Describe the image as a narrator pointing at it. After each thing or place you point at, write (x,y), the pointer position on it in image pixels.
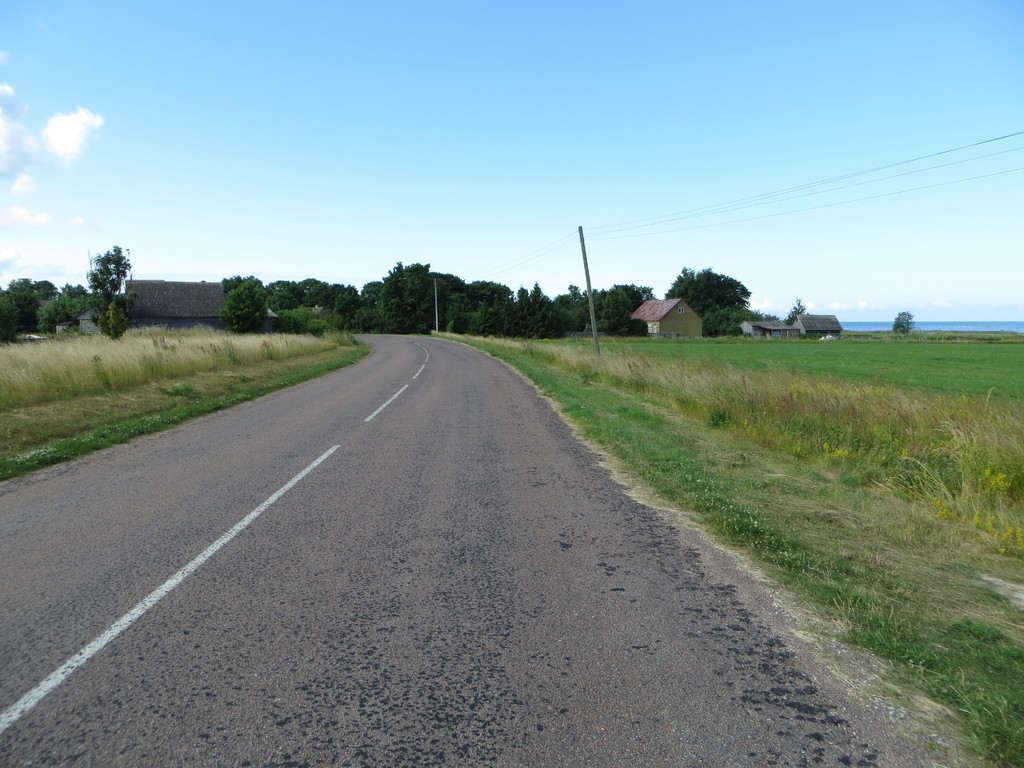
In this image I can see the road (347,573) in the center (464,389) towards the bottom of the image (332,540). I can see grass (312,363), trees (72,299) and crops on both sides of the road (359,608). I can see some houses (677,306) and trees (394,304) in the center of the image (538,289). At the top of the image (334,166) I can see the sky (334,166).
